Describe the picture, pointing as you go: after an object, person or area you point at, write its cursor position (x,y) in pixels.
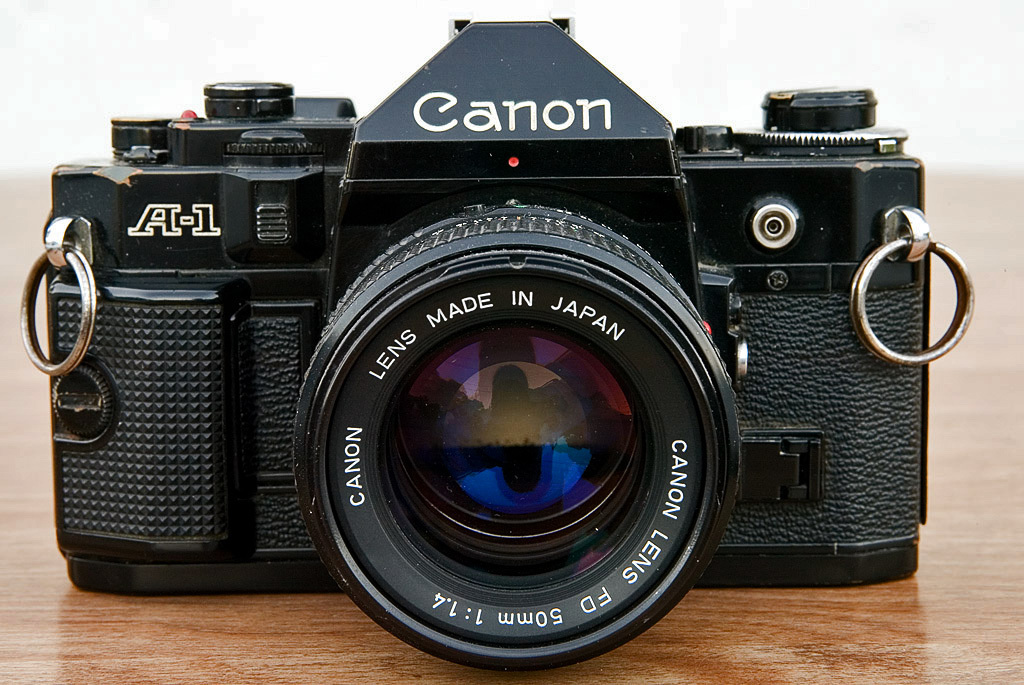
In this picture we can see camera (688,531) placed on a wooden thing (753,613).
